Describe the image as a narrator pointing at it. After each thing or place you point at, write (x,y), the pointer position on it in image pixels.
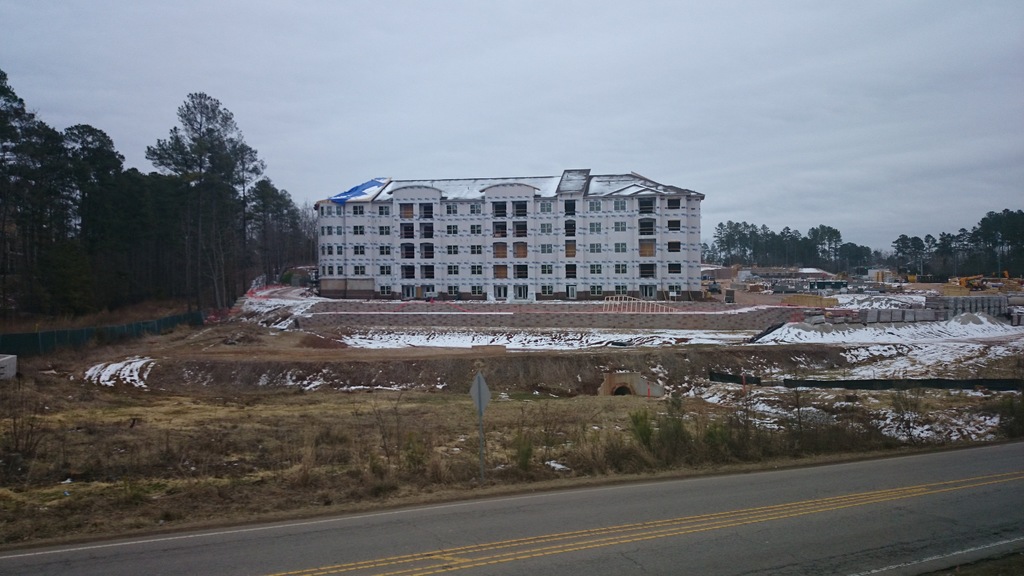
In this image we can see a building (541,245) and it is having many windows (518,229). There is a cloudy sky (660,82) in the image. There are many objects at the right side of the image (894,310). There is a road (249,534) in the image. There is a board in the image. There are many trees (174,222) and plants (603,444) in the image.
